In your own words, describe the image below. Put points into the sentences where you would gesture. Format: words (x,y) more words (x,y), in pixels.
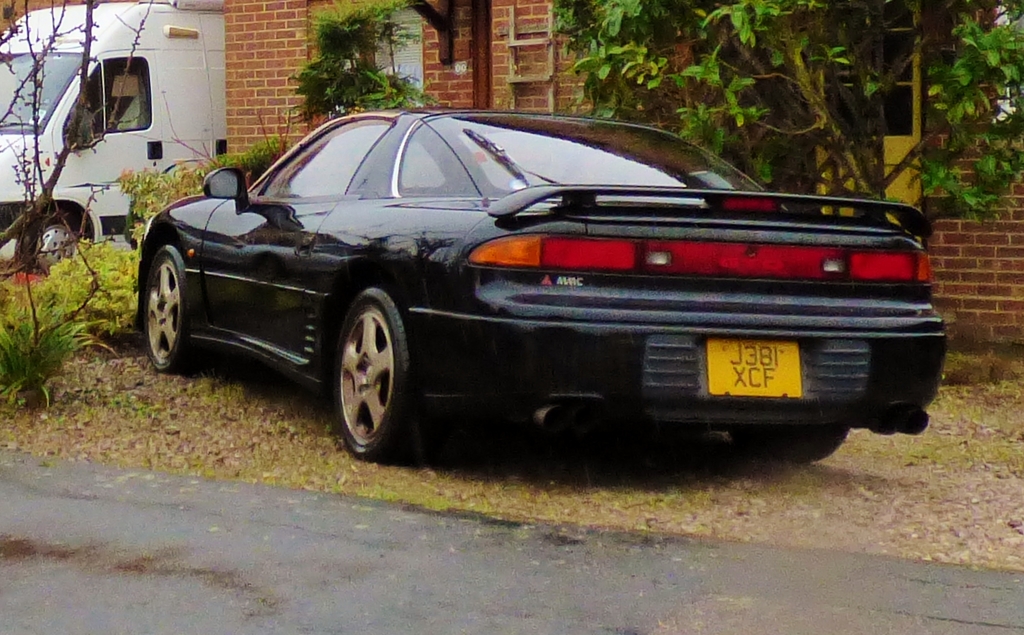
As we can see in the image there is black color car (422,238), white color truck (128,126) and a building (519,82). There are trees (636,64) and plants (133,283).
